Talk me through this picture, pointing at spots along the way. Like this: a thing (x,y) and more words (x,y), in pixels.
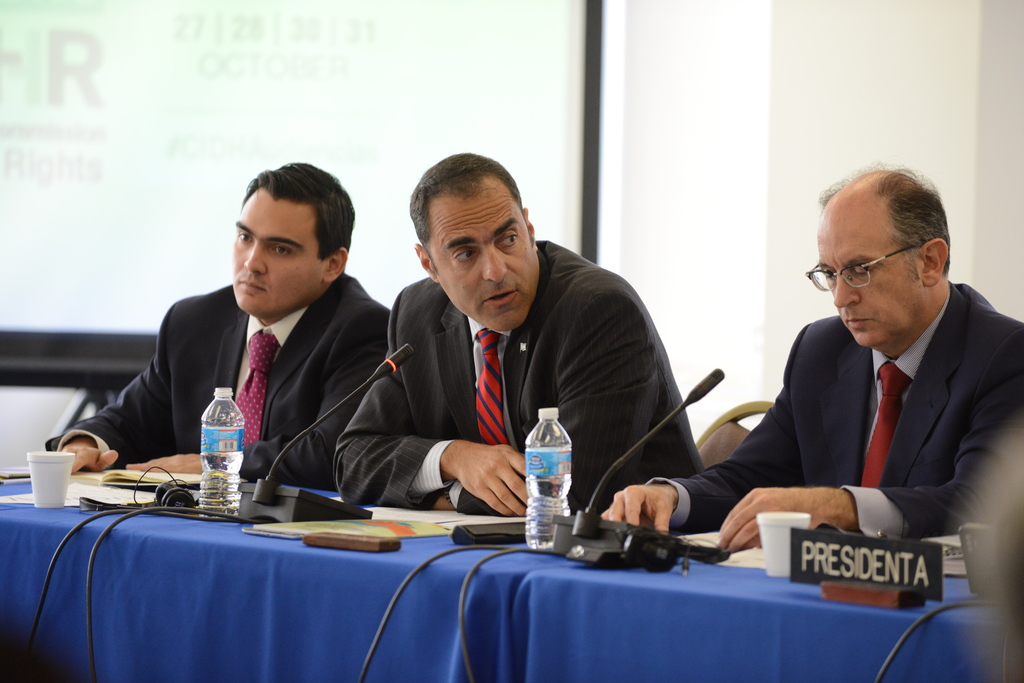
It is a conference room (100,525), in front of the table (19,546) there are three men (794,424) sitting and on the table (192,526) there are water bottles (228,428), cups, mics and some papers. Behind these men (506,218) there is a projector screen (203,116) and in the background (689,150) there is a white wall (669,93).
